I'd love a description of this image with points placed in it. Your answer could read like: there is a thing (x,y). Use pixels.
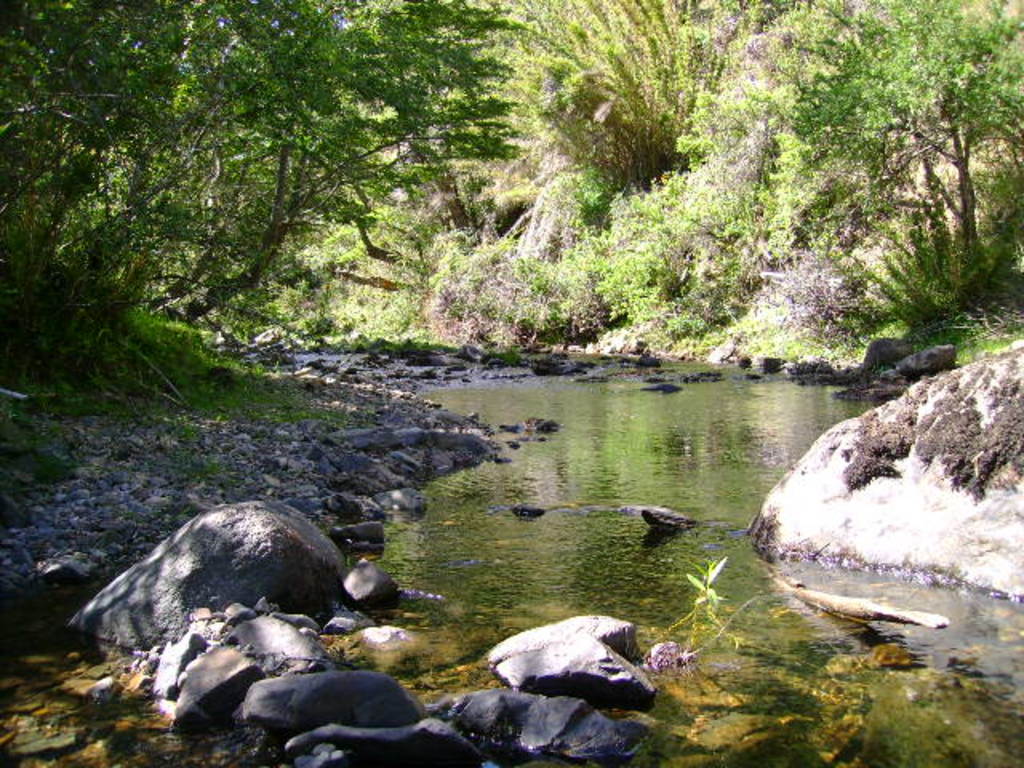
Here we can see stones (500,691) and water (797,419). Background (399,96) we can see trees (783,174).
